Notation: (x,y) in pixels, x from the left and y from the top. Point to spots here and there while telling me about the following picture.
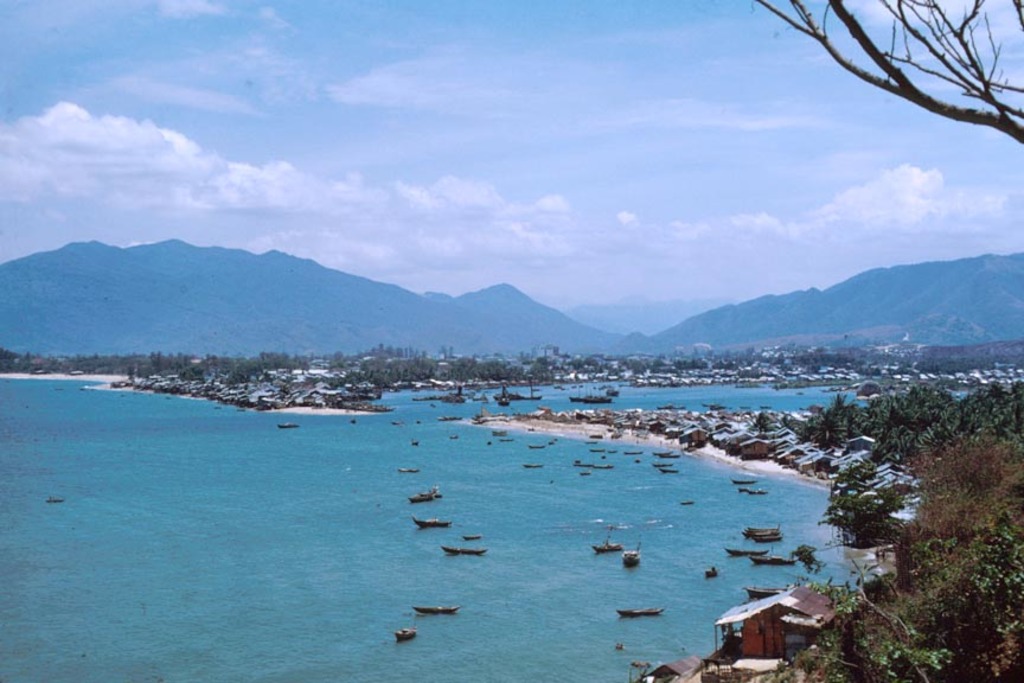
In this image we can see the sea (513,509). There are many watercraft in the image. There are many trees (925,676) and plants (917,660) in the image. We can see the clouds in the sky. There are many houses (900,518) in the image. There are many hills (871,317) in the image.
